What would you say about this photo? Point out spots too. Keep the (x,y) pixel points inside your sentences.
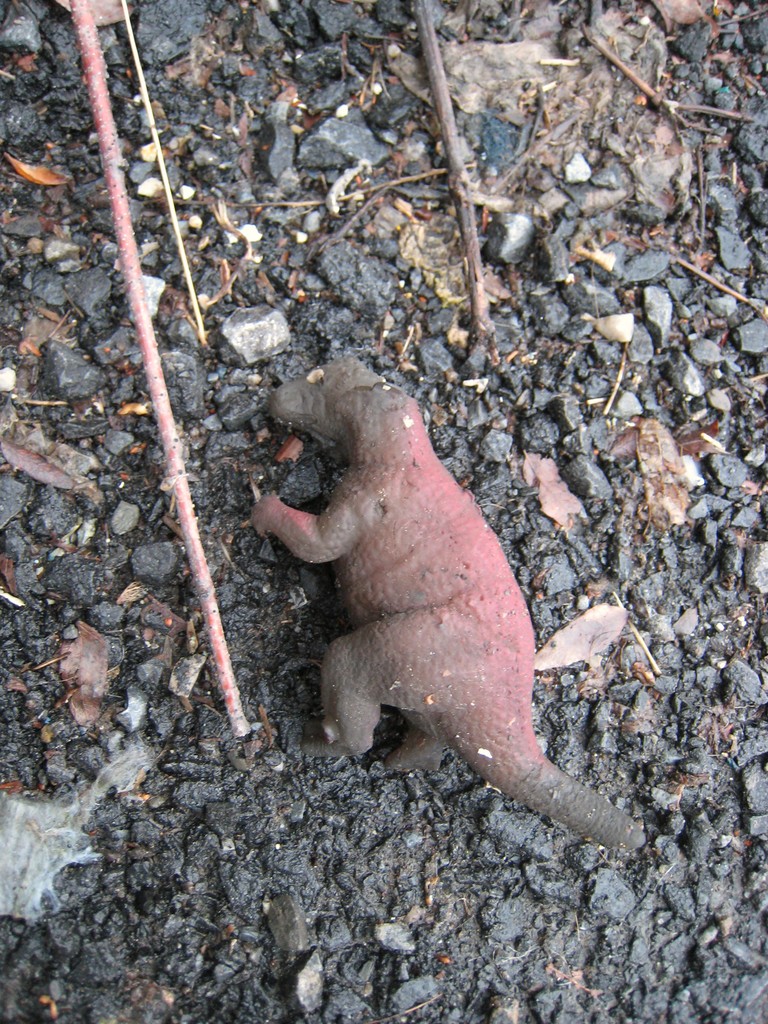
In this image we can see an animal (347,619), there are some stones (250,312), leaves (79,703) and sticks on the ground (210,168).
